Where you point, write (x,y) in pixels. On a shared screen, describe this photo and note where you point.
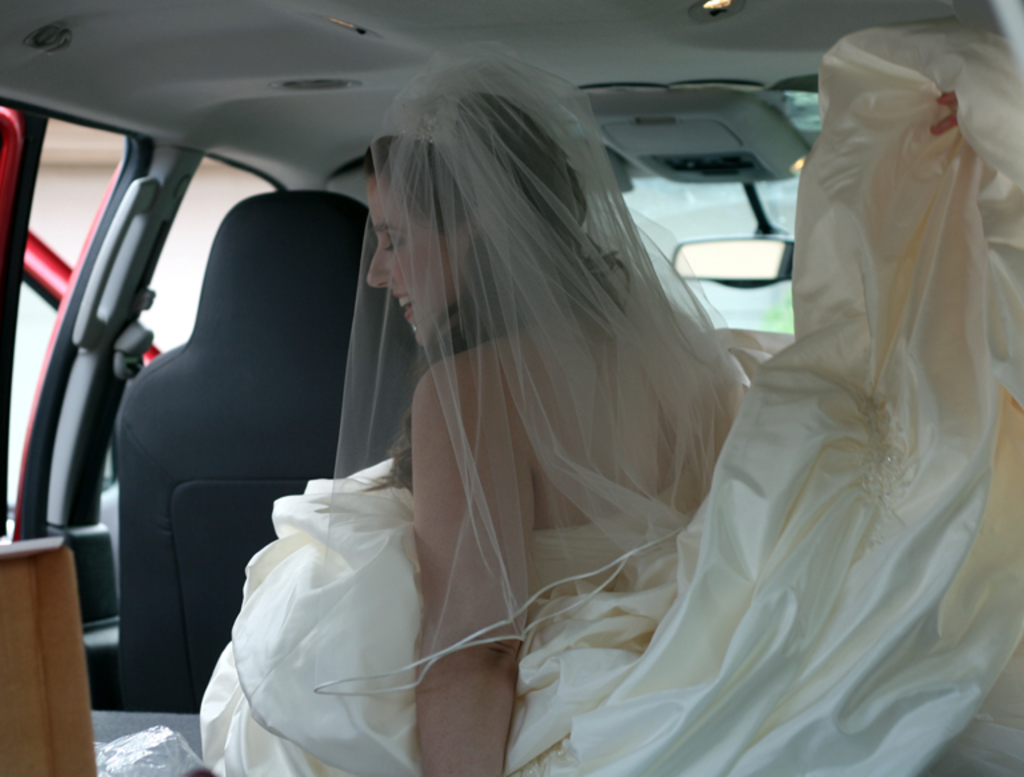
In the image we can see there is woman (496,447) who is sitting in the car (521,22) and she is wearing a wedding gown (692,658) and on the head (449,195) there is a netted cloth (538,473) and she is smiling.
